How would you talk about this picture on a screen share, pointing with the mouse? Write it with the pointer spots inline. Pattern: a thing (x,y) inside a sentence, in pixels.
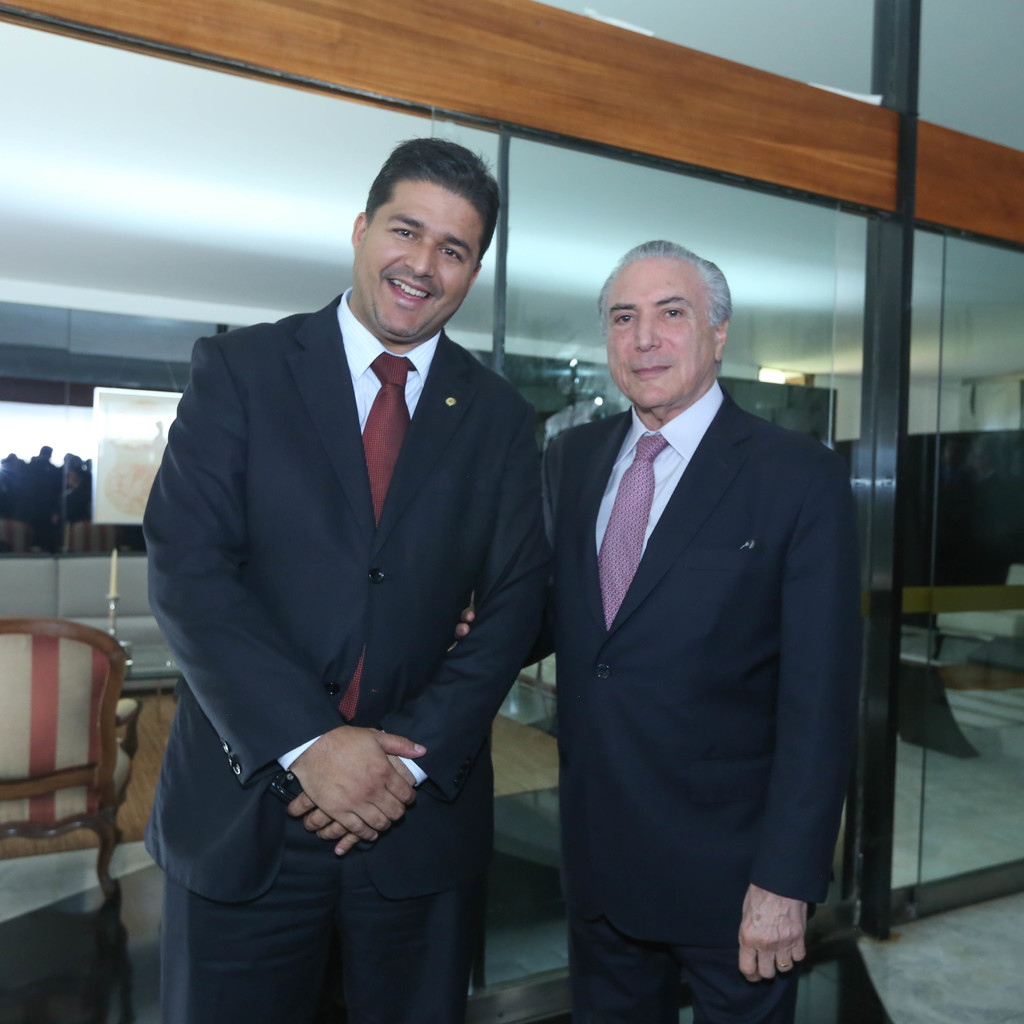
In this image I can see two people (743,750) standing and posing for the picture in the center of the image (359,663). I can see a chair (133,698), a glass wall (59,431) and some people (46,481) behind them.
